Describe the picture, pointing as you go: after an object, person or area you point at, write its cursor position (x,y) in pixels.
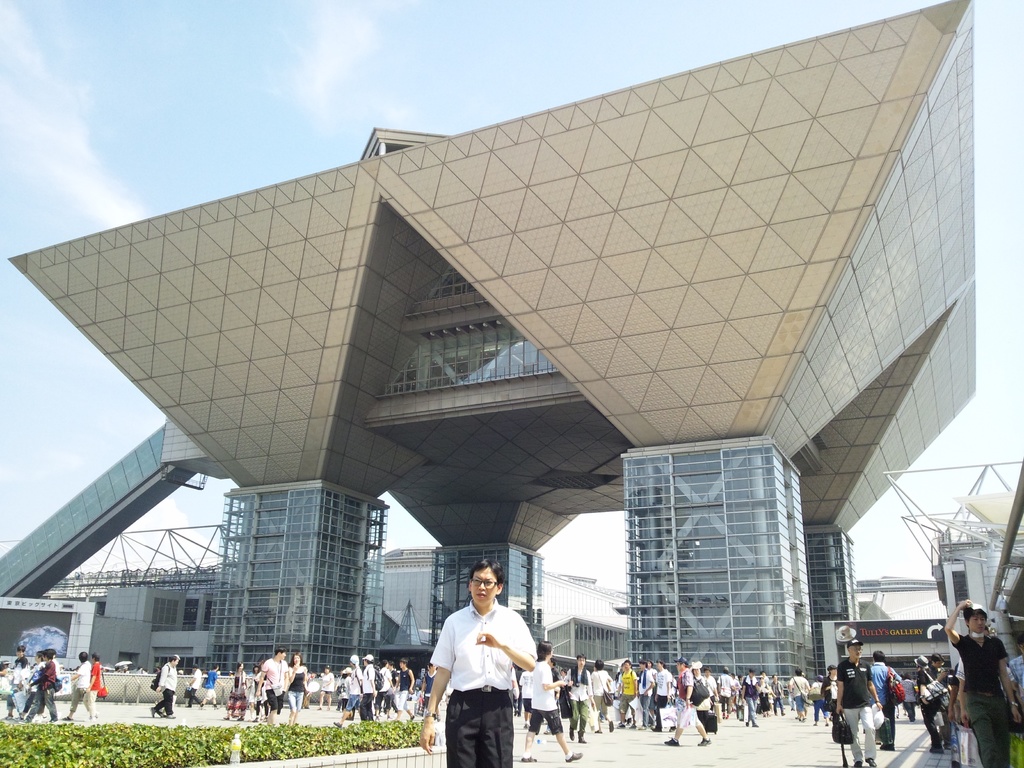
At the bottom of the image (371,703), we can see people (464,757), walkways (796,751) and plants (135,738). Background (3,612) we can see buildings (416,587), glass objects (717,603), rods (1015,531), name board (909,629) and sky (593,522).
